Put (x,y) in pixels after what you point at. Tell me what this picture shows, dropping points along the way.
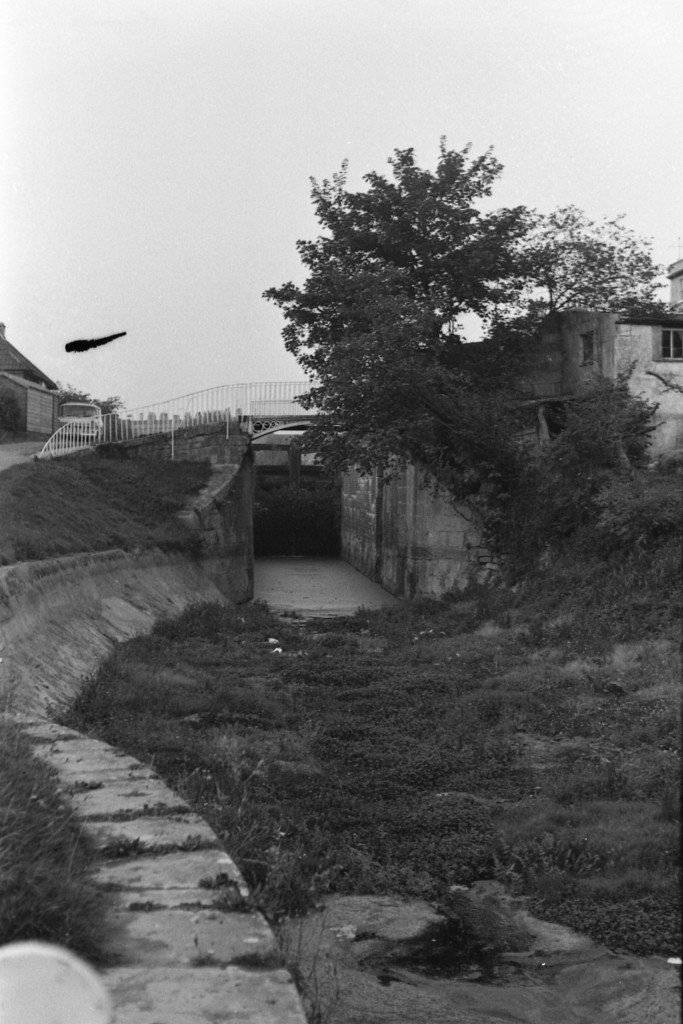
This is a black and white pic. We can see grass (124,707) on the ground (33,563), trees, path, bridge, fence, houses (19,369), windows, objects (278,467) and sky (527,106).
